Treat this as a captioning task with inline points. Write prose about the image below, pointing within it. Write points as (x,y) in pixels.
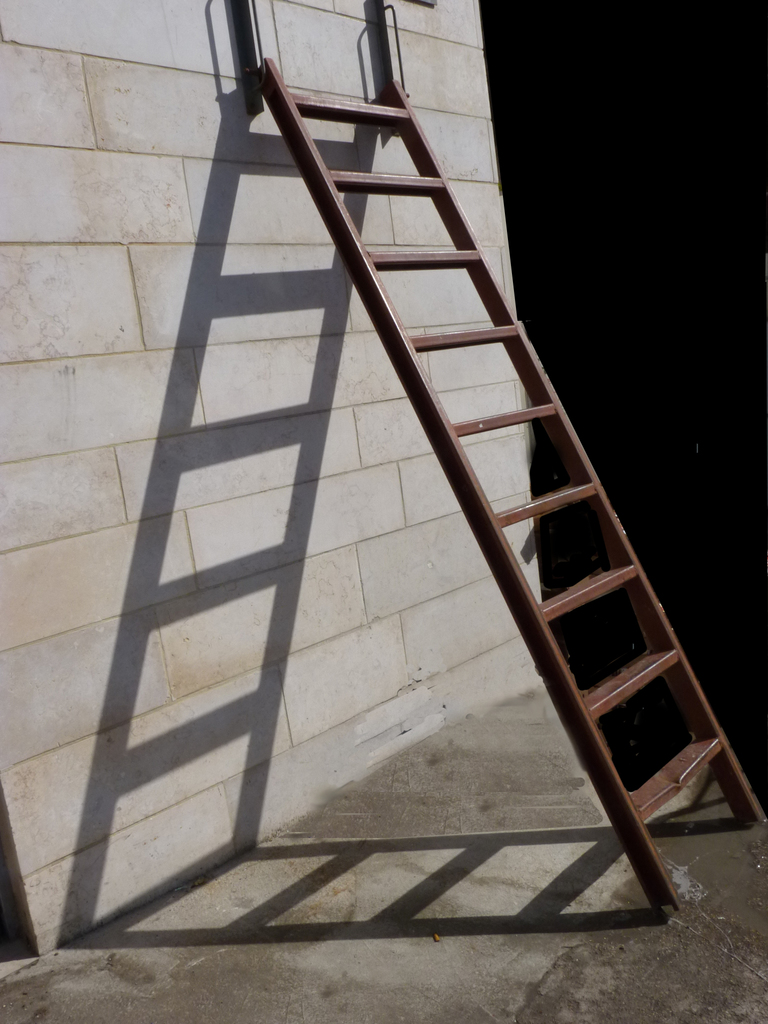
In the center of the image (418,410) we can see a ladder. On the left side of the image (80,595) we can see the wall (287,657). At the bottom of the image (355,859) we can see the floor (355,878). On the right side (565,375), the image is dark.
